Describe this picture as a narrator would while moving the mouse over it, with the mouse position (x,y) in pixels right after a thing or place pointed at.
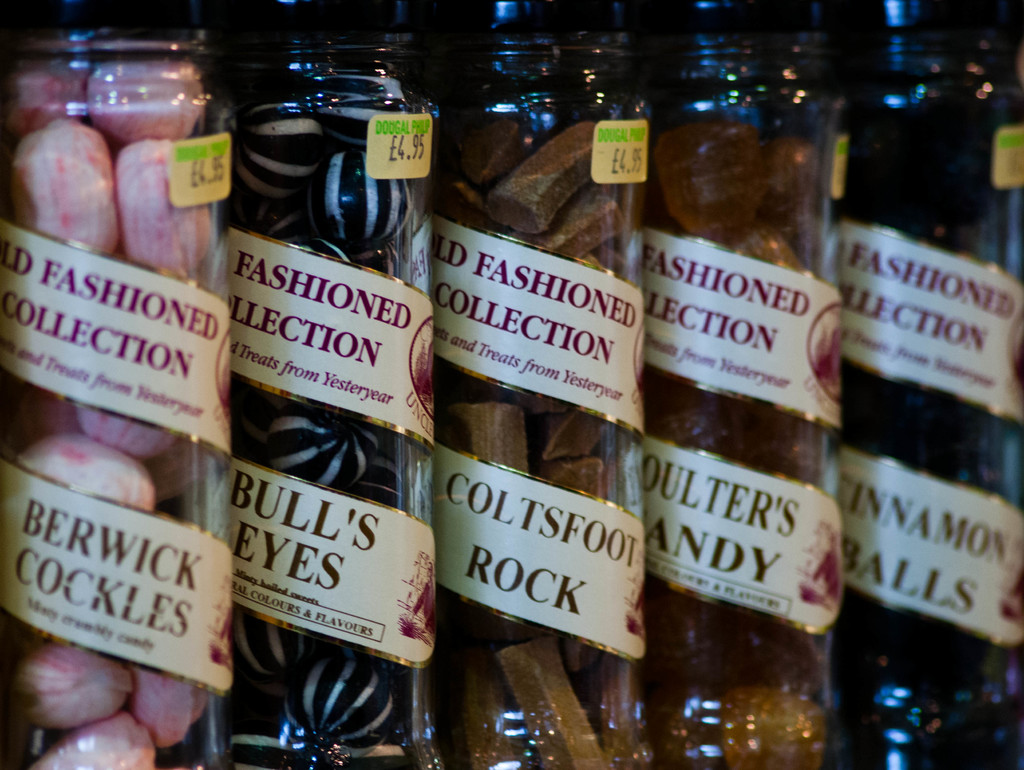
In this image, we can see some glass containers (818,451) with objects (110,726). We can also see some labels (142,584) with text (188,375) and price tags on the containers (608,106).
